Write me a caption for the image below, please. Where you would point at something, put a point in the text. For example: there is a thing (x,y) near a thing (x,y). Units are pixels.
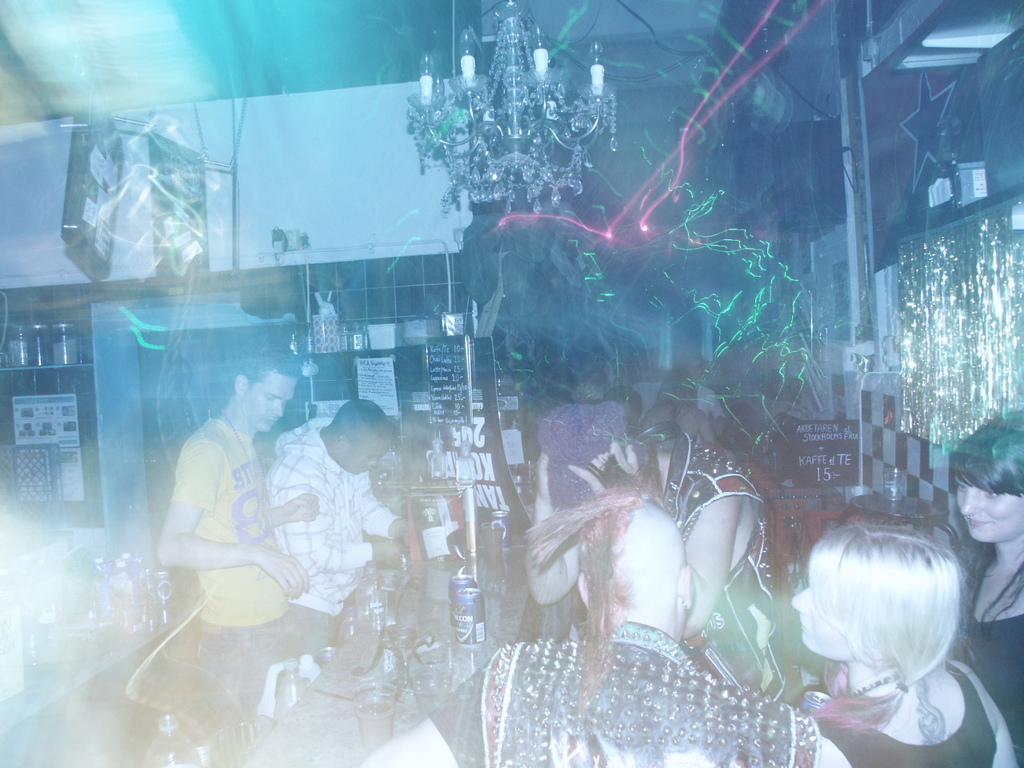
There are people (598,526) in the bottom right side of the image (853,642), it seems like they are wearing costumes (758,582) and there is a desk (347,737) and people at the bottom side (422,610), on which there are glasses (396,624) and other items (129,596) on it. There are glass containers (19,352), posters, it seems like a screen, chandelier (585,119) and light (736,268) in the background area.
